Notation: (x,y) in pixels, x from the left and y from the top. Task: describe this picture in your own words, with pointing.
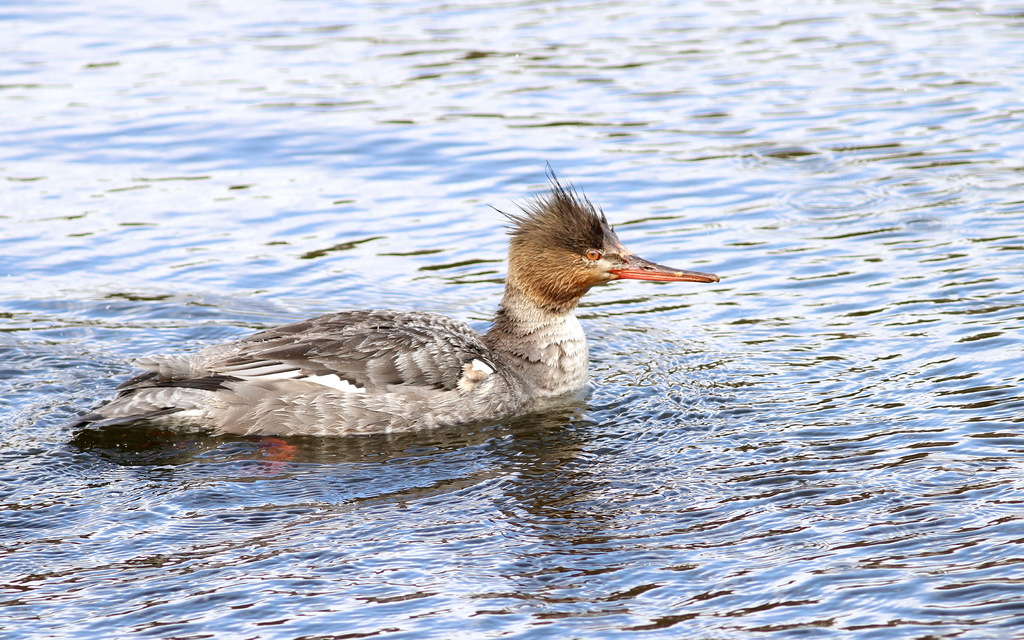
In the center of the image (491,401) there is a duck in the water (590,526).
